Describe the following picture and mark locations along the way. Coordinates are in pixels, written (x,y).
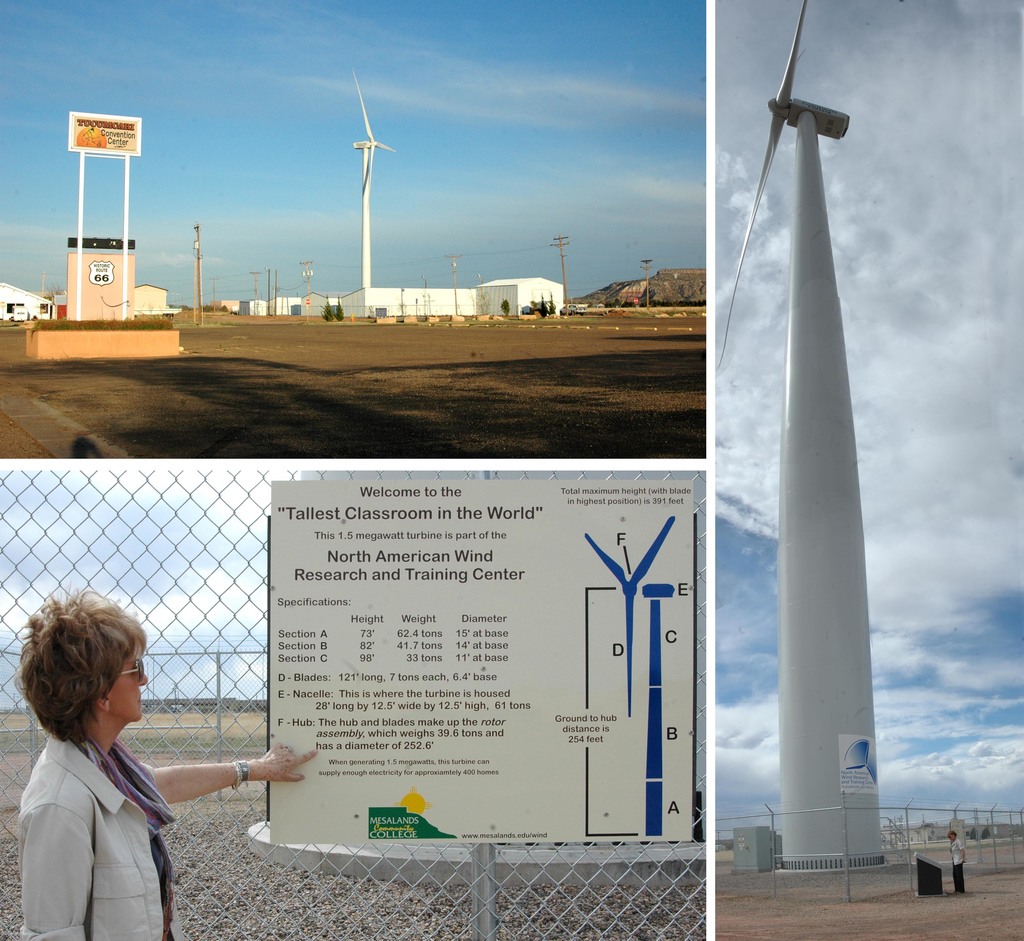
This is a collage picture. In this collage we can see windmills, electric poles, cables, buildings (446,305), hills (654,298), sky (584,250) with clouds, person (118,683) standing on the ground (253,903), information boards (467,636) and trees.
